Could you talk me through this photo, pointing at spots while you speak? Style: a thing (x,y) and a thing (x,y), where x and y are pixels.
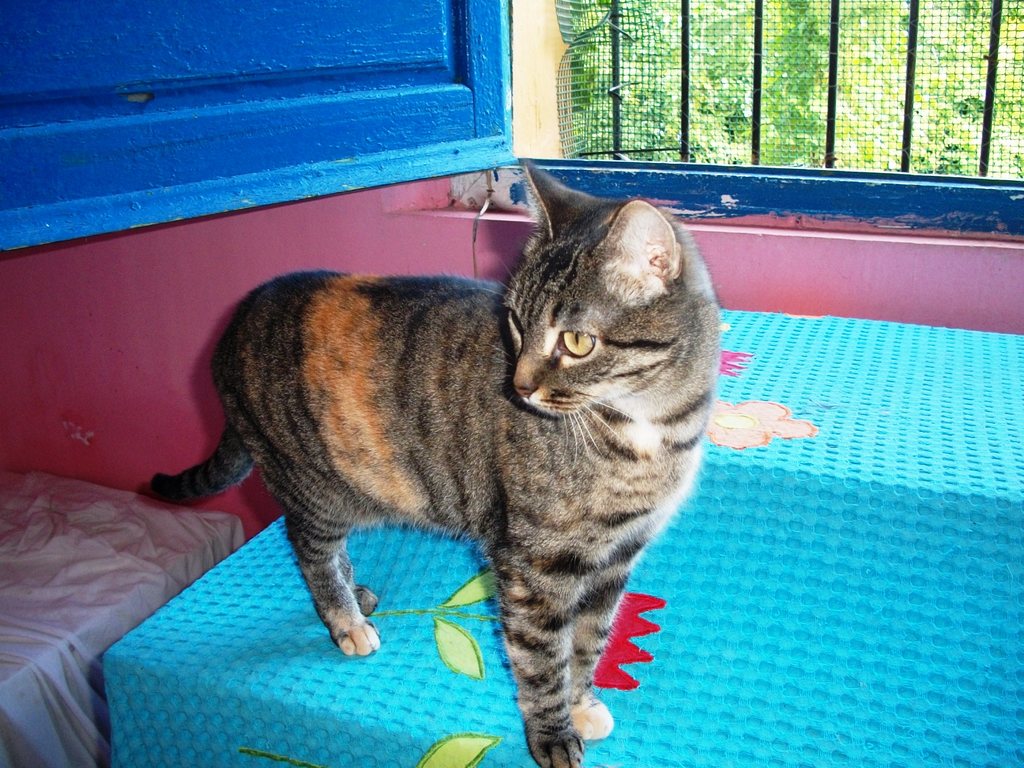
In this picture I can see a cat (239,375) standing, there are clothes (230,554), there is a wall (151,255), window (666,72), there are iron grilles (689,117), and in the background (776,122) there are trees (805,112).
